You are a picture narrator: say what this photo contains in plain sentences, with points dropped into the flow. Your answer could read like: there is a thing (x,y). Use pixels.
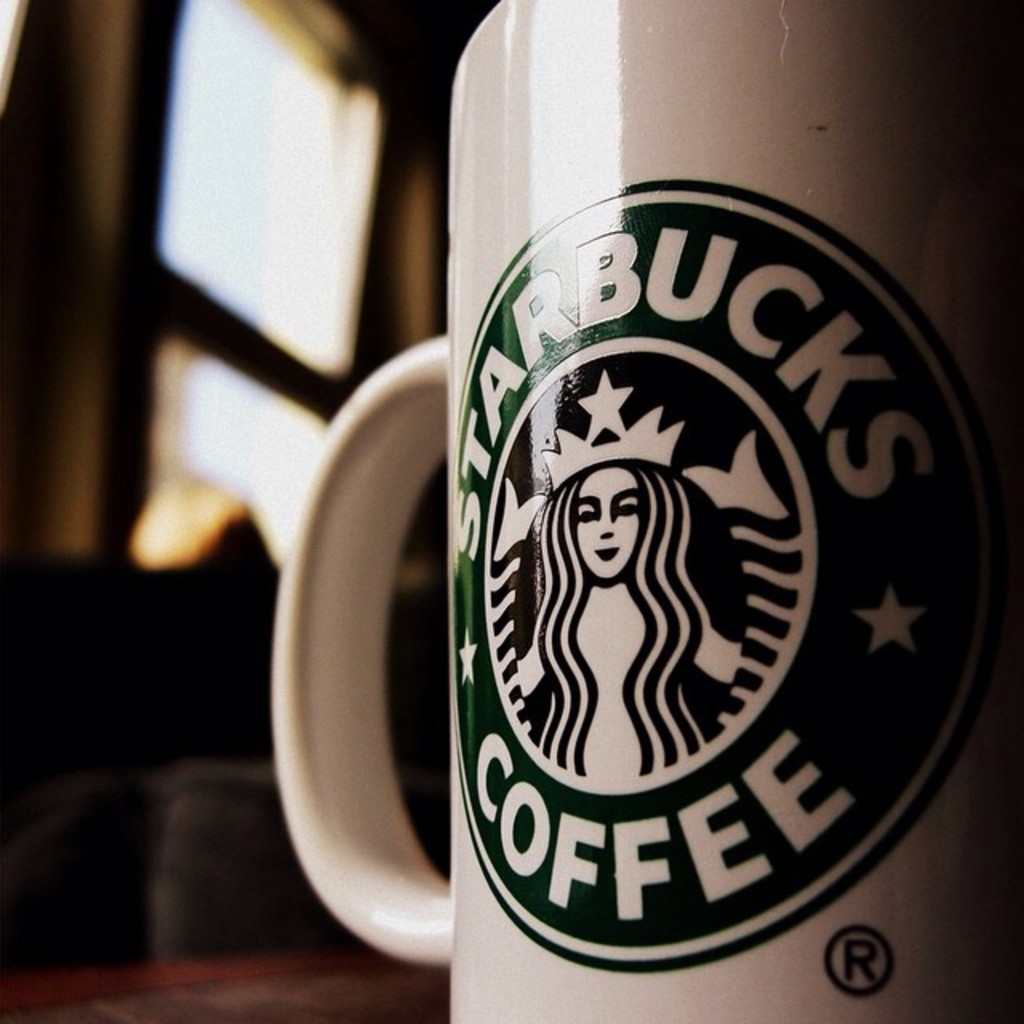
As we can see in the image there is wall (23,315), window (276,298) and table (216,988). On table (227,990) there is white color cup (735,428).
